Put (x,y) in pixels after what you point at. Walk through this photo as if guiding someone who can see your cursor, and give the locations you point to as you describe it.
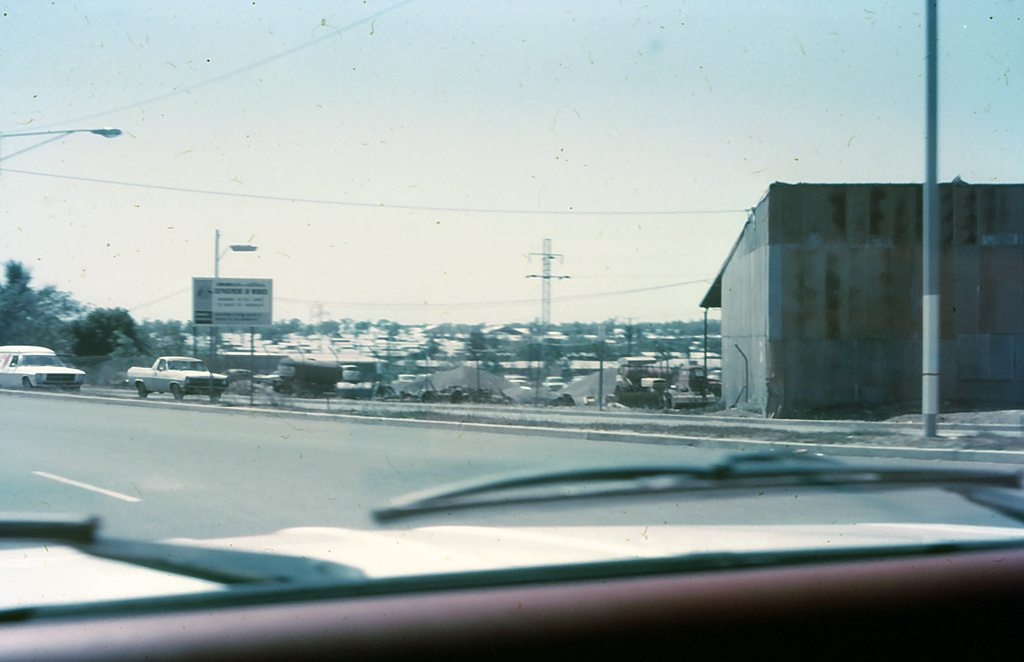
In this picture there are two cars (169,374) which is running on the road (96,413), beside that we can see the fencing (304,401) and divider (310,416). On the left (8,303) i can see the trees (307,331) and advertisement board (207,300). On the right (932,279) there is a pole (930,342), beside that we can see the shed (808,312). In the background (220,337) i can see many buildings (632,355) and there is a tower (562,279). At the top (675,105) i can see the sky (603,102). At the bottom (841,595) i can see the car's dashboard (618,616).
